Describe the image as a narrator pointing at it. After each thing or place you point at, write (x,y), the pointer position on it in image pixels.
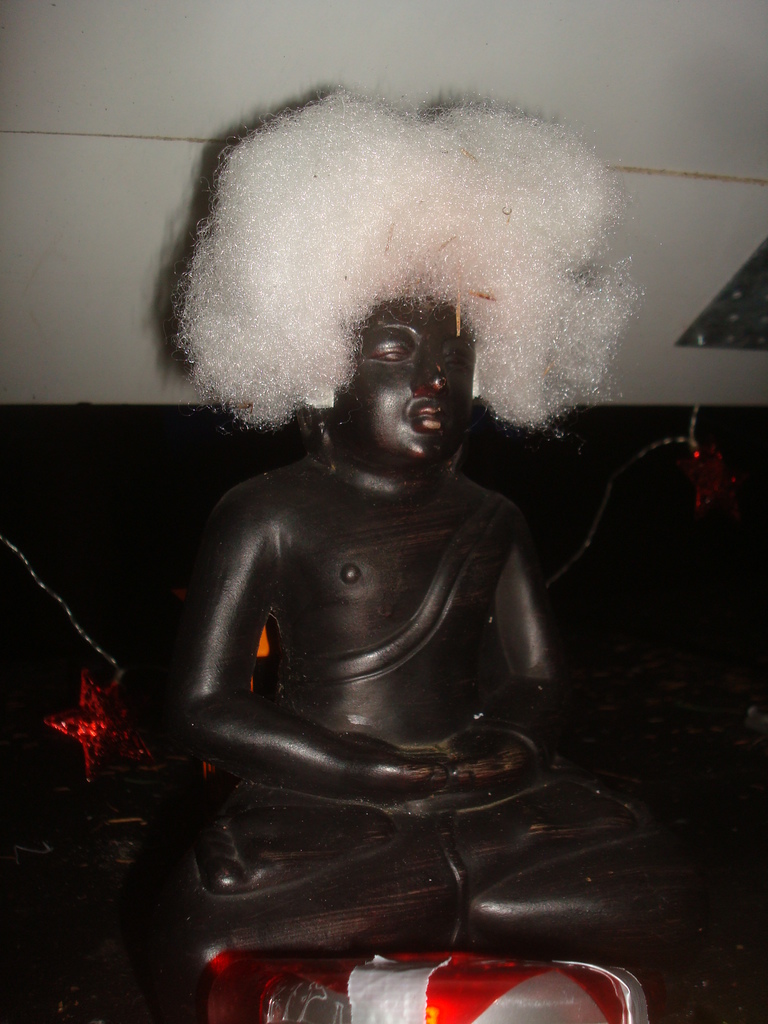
Here we can see a statue (383,746) and there is an object (221,1009). In the background (43,299) we can see wall (104,73).
